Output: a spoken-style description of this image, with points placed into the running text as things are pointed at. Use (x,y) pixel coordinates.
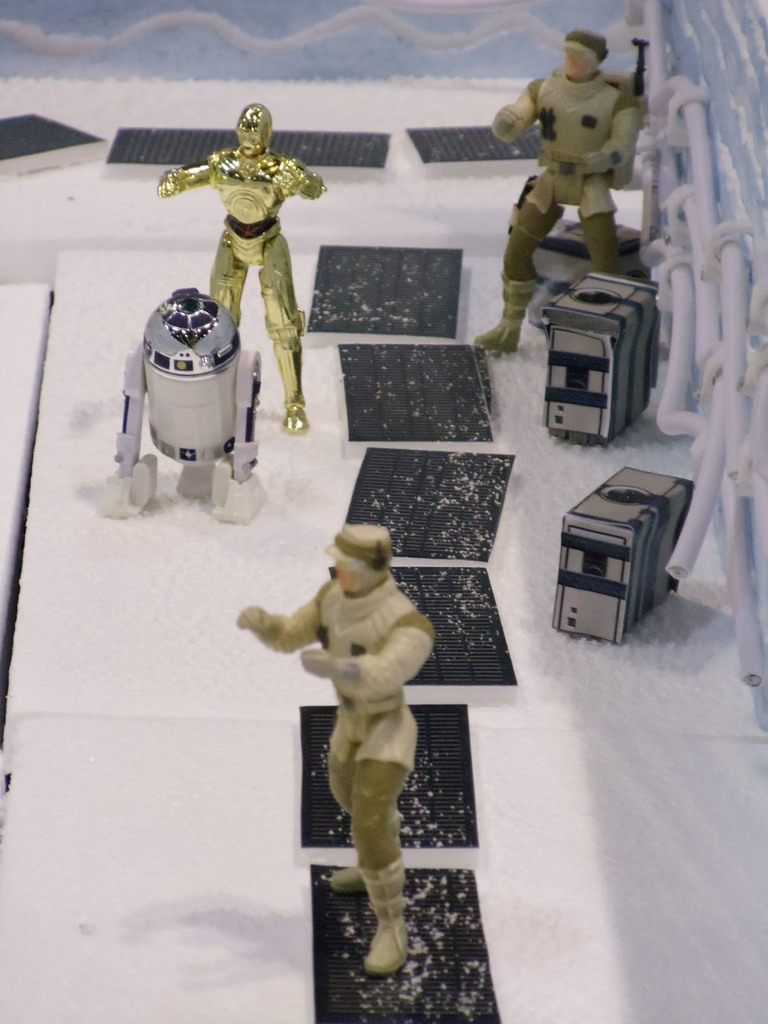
In this picture I can see toys (535,199), cables (736,496) and some other objects (451,691).
